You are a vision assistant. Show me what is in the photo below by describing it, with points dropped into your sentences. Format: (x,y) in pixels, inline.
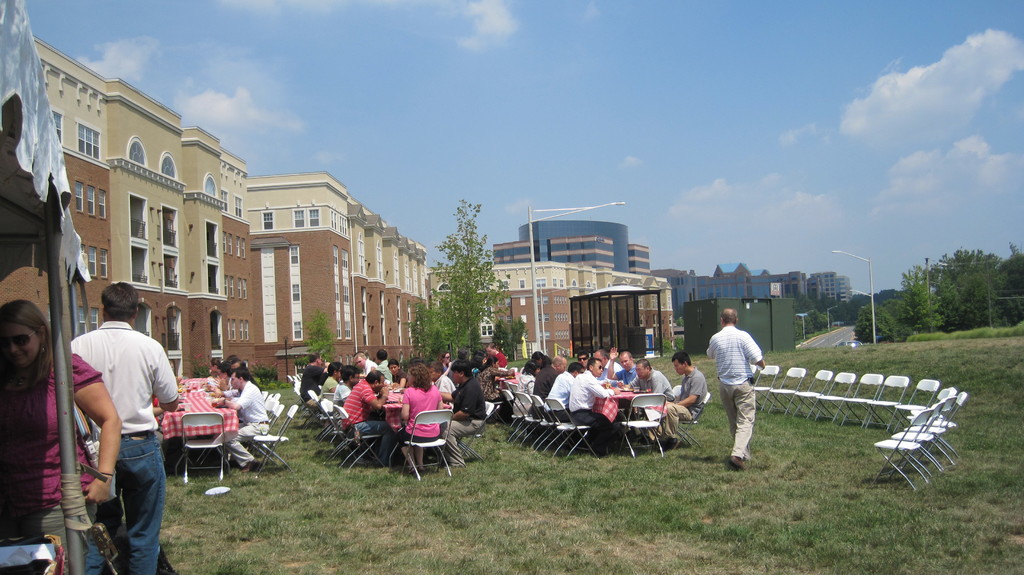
In this image there are many people (237,391) sitting on the chairs (274,409) at the table (219,413) on the ground (456,503). On the tables (206,407) there are clothes (615,414) spread. To the left (97,459) there are two people (42,390) standing. There is grass (525,513) on the ground (626,510). To the right (873,383) there are chairs (838,378). In the background (495,273) there are buildings (689,290), trees (967,296), street light poles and cabins (699,302). At the top (559,77) there is the sky (409,63).
